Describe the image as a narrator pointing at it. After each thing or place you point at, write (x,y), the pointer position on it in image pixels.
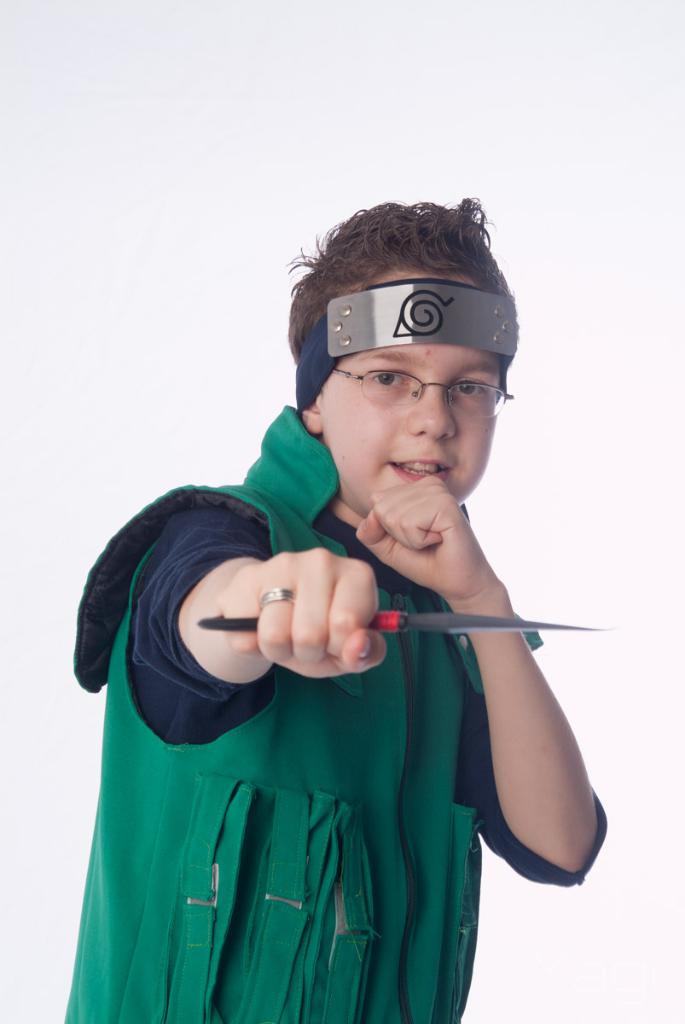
In the picture we can see a boy (143,882) standing and wearing a costume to the head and green color jacket (167,854) and holding a knife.
